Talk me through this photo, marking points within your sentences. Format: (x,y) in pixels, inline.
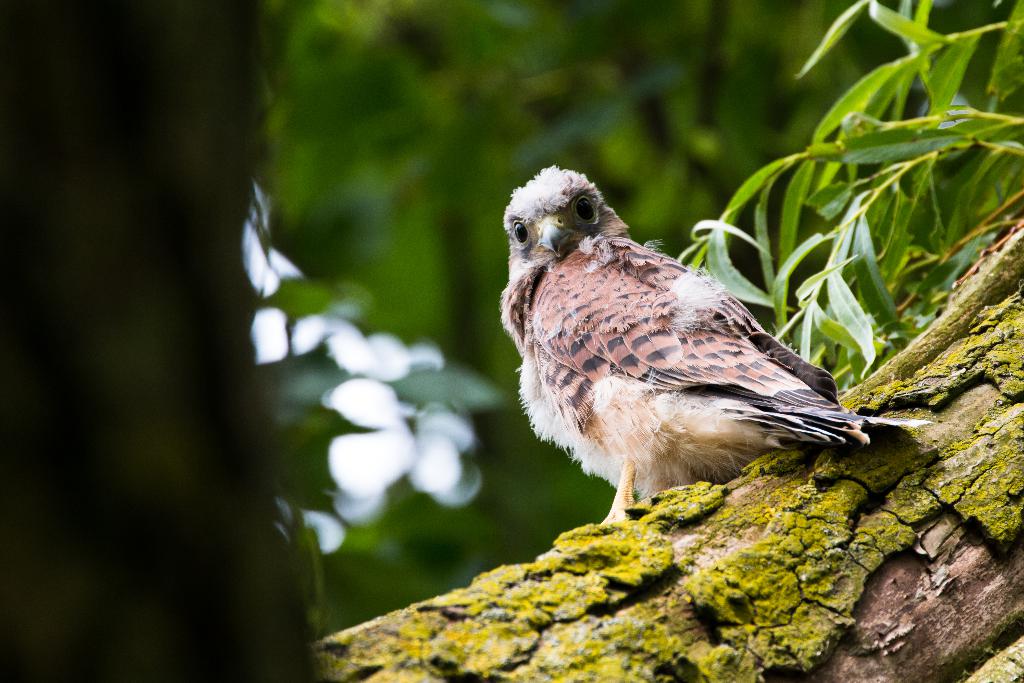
In this image there is a tree trunk (673,496) towards the bottom of the image (605,605), there is a bird (712,371), there is a plant (872,188), there is an object (206,214) towards the left of the image (88,317), the background of the image (438,484) is blurred.
